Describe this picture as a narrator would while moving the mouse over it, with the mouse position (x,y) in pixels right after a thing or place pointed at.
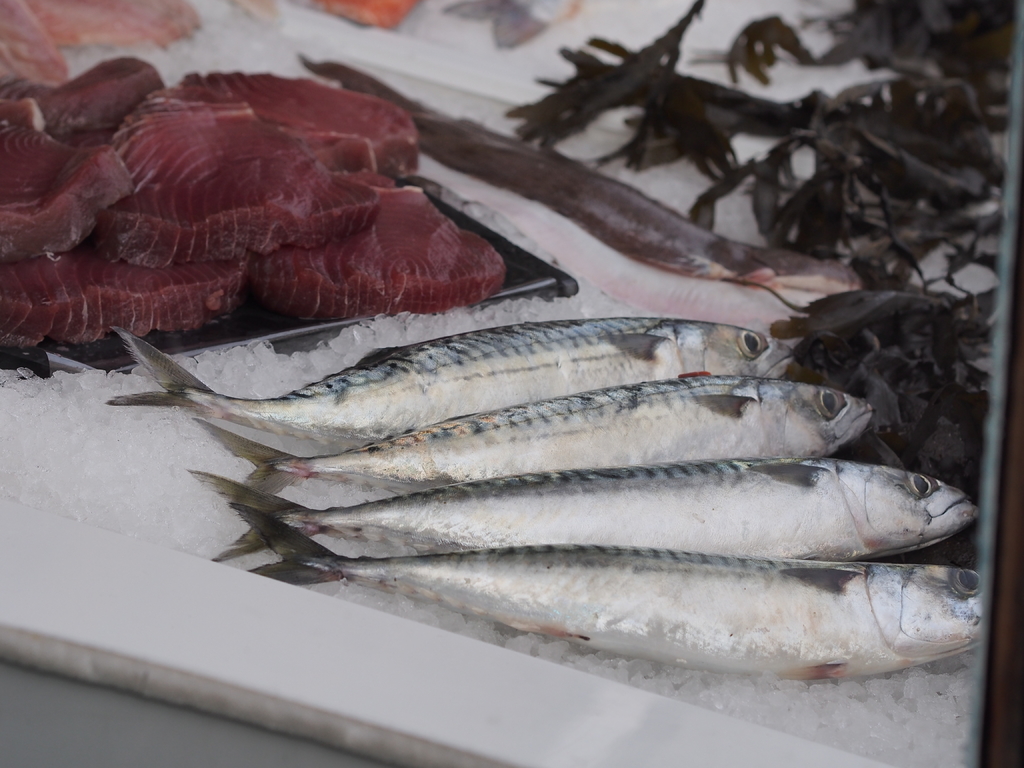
In the picture I can see fishes (502,447), meat (197,237), ice pieces (420,336) and some other things (525,275).
